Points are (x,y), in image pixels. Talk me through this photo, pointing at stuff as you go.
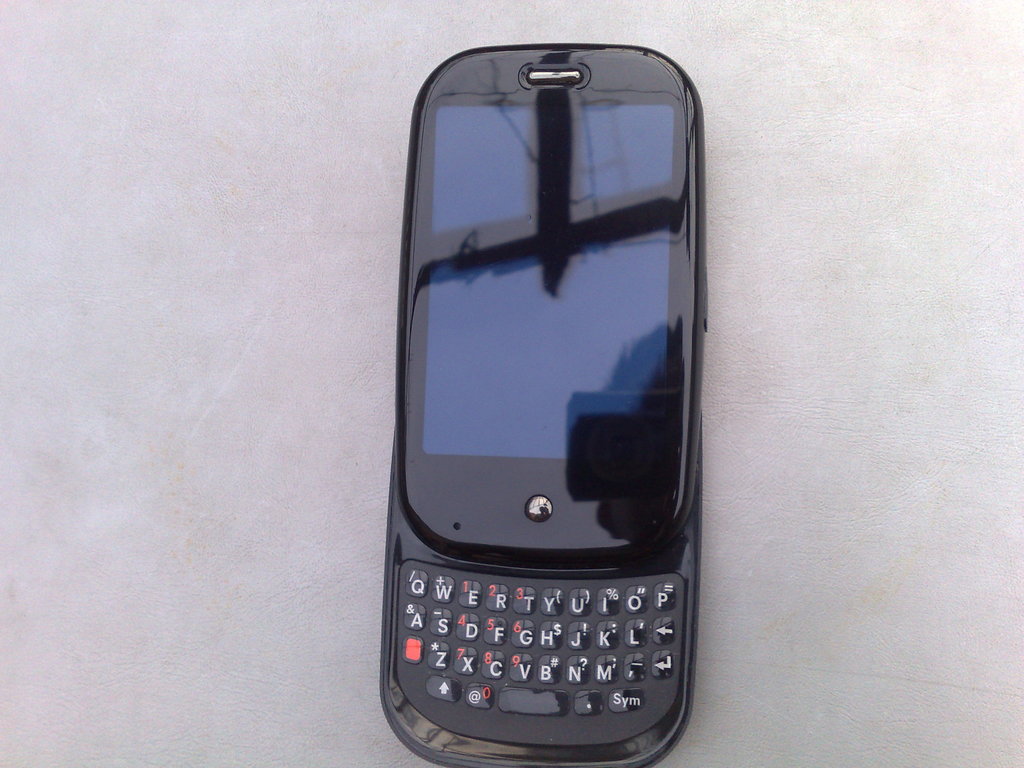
In this picture we can see black mobile phone (604,627) in the image.
